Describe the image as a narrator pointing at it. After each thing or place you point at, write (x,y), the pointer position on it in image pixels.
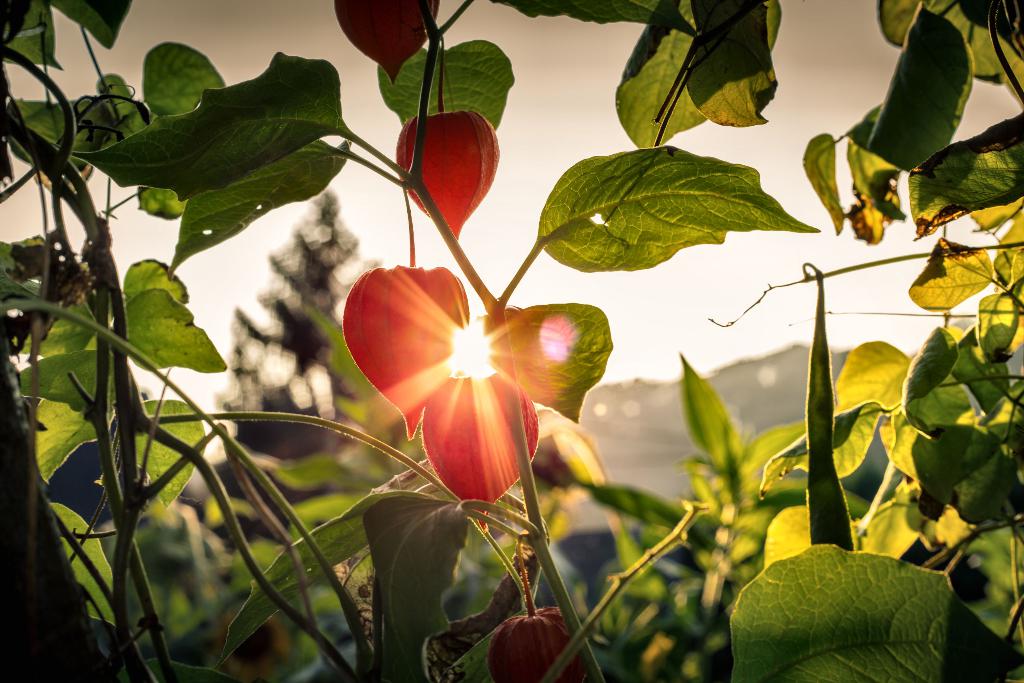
In this picture we can see flowers (519,642), plants (942,389) and in the background (246,270) we can see the sky (246,270) and it is blurry.
